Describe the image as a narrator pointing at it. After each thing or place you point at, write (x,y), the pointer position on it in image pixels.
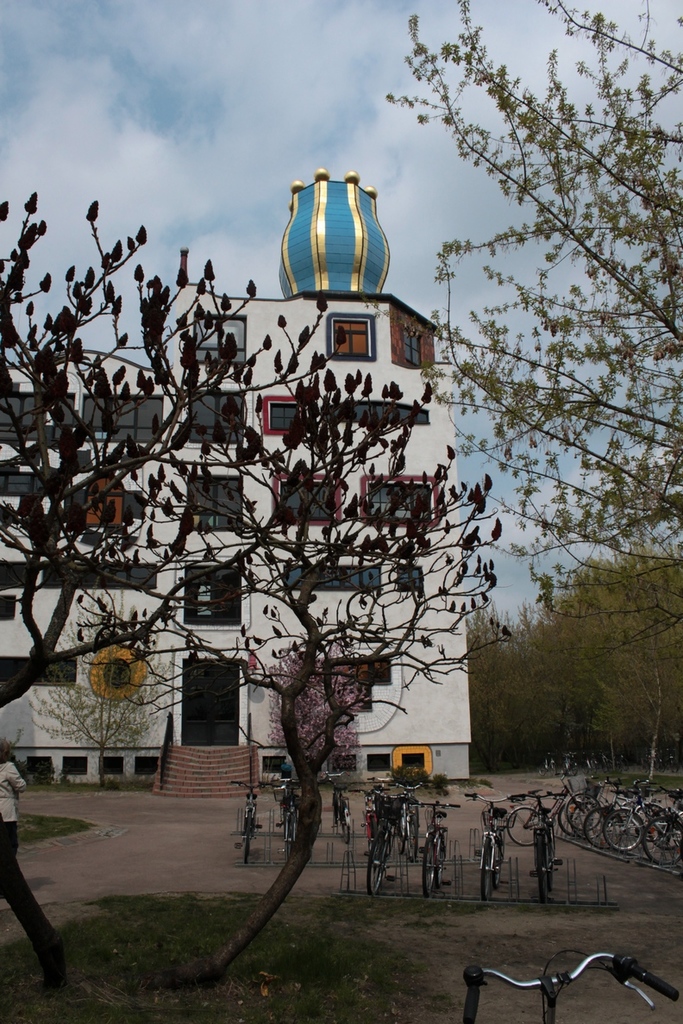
In this image we can see a building (12,634) with glass windows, doors (189,696), steps (244,764) and other objects (303,201). At the bottom of the image (176,1017) there are some bicycles (371,868), trees (244,939) and grass (244,966). On the right side of the image (547,693) there are some trees (638,641) and bicycles (599,786). In the background of the image (425,268) there is the sky (369,103).
